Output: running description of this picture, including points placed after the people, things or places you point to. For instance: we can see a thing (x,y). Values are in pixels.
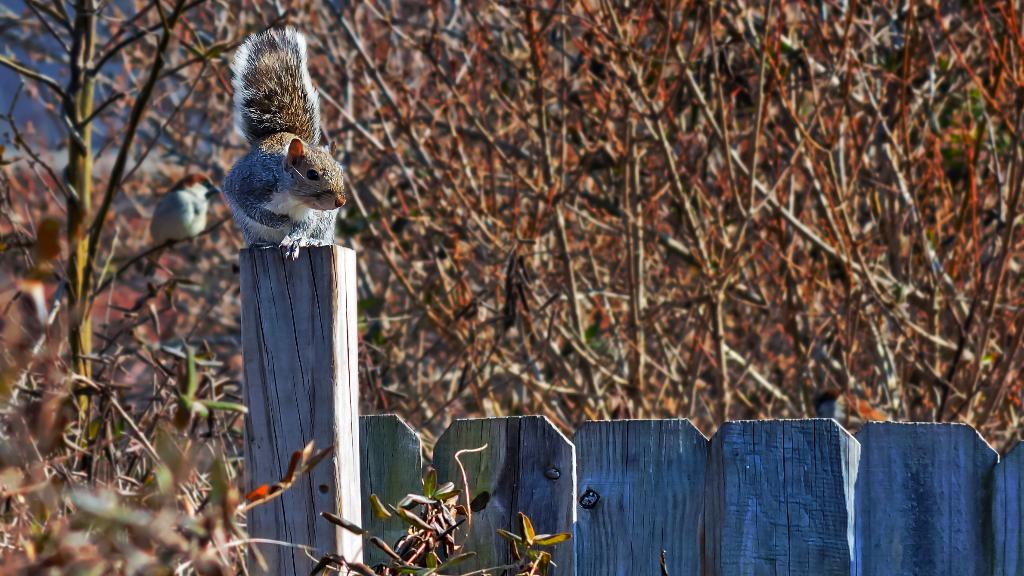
On the left side of the image (283,132) we can see squirrel (275,141) on the wood (348,477). In the background (785,75) we can see trees (428,59) and bird (174,206).
